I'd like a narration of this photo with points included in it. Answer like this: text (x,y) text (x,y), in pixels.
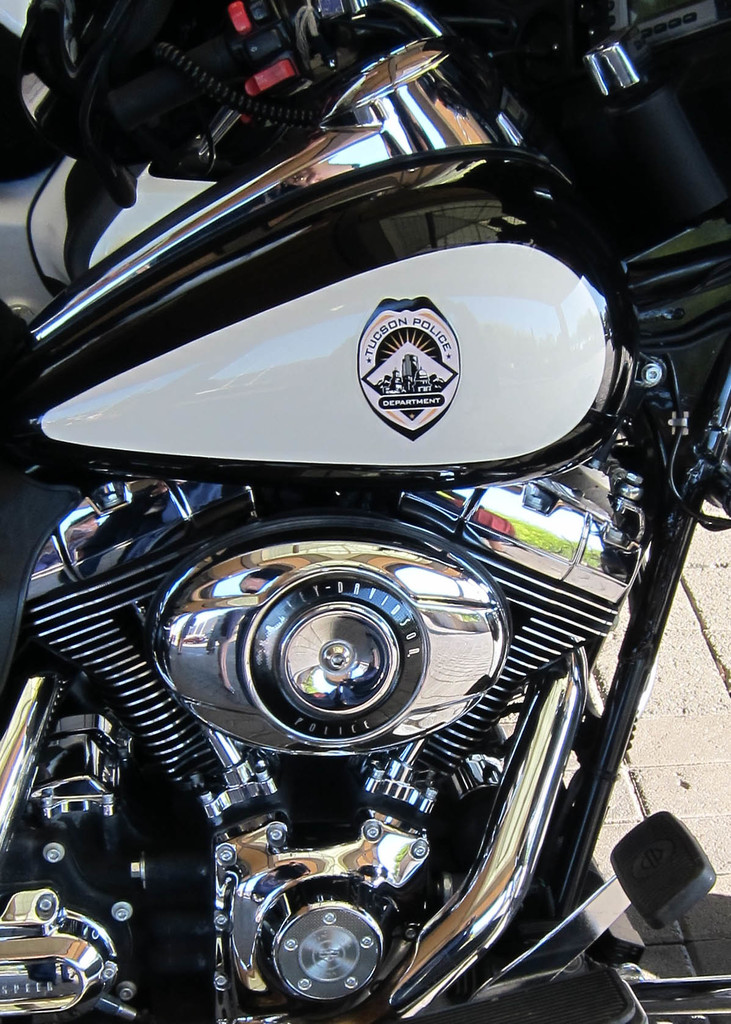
In the foreground of this picture (496,851) we can see a metal object (120,501) seems to be a bike (405,429) and we can see the text (377,599) and some picture (405,378) on the bike (433,370). In the background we can see some other objects (245,82) and the pavement (666,720).
